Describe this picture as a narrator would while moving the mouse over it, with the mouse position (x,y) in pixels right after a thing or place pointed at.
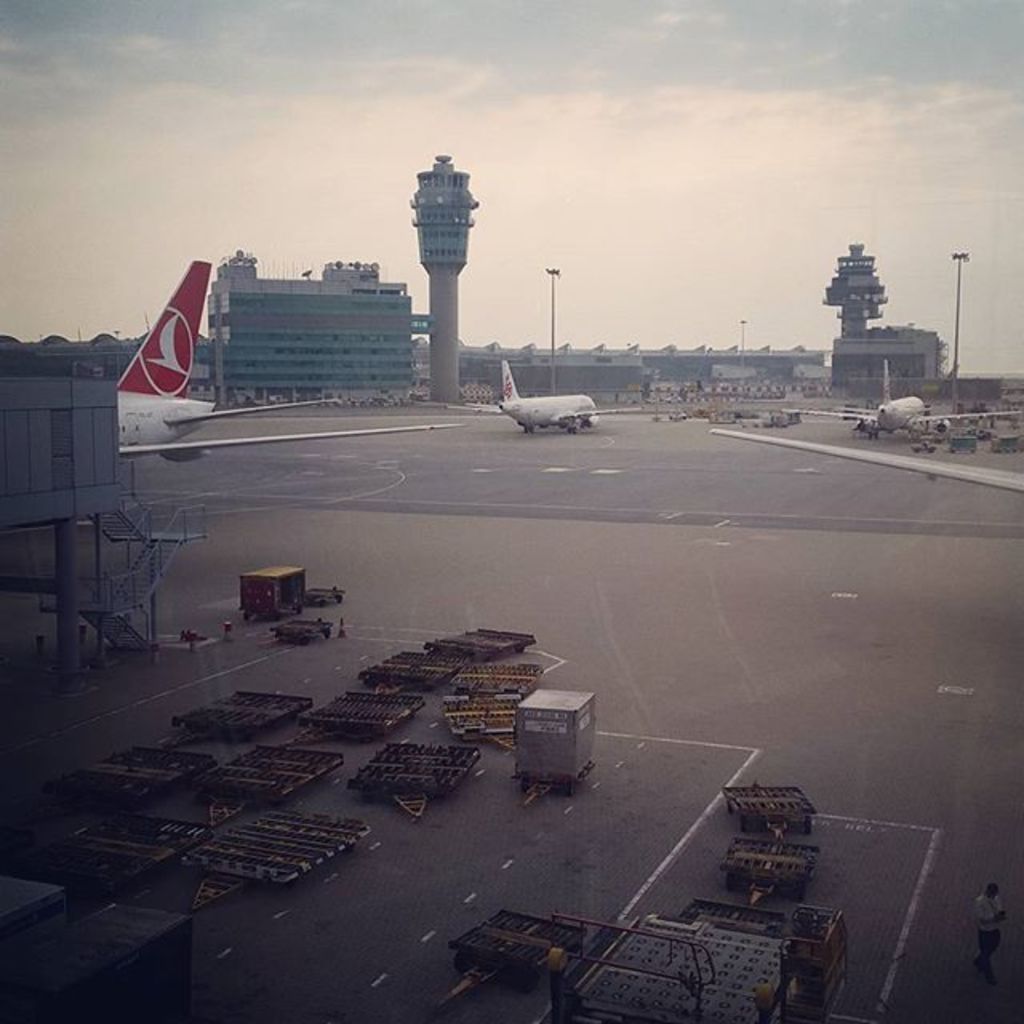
This image is taken outdoors. At the top of the image (544,111) there is the sky (636,176) with clouds (293,107). At the bottom of the image (400,956) there is a road (868,943) and there are many objects (672,945) on the road (844,799). On the right side of the image (986,964) a person (986,946) is walking on the road (977,924). In the background (569,364) there is a building (303,323). There is a tower (447,235). There is an architecture (887,345). There are two poles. There are many objects (731,389). In the middle of the image (506,382) there are three airplanes (589,406) on the runway (685,444). On the left side of the image (126,524) there is a staircase (120,588). There is a railing (145,528) and there is a pillar (70,579). There are many objects (292,822) on the road (382,959) and two vehicles (278,584) are parked on the road (261,624).
